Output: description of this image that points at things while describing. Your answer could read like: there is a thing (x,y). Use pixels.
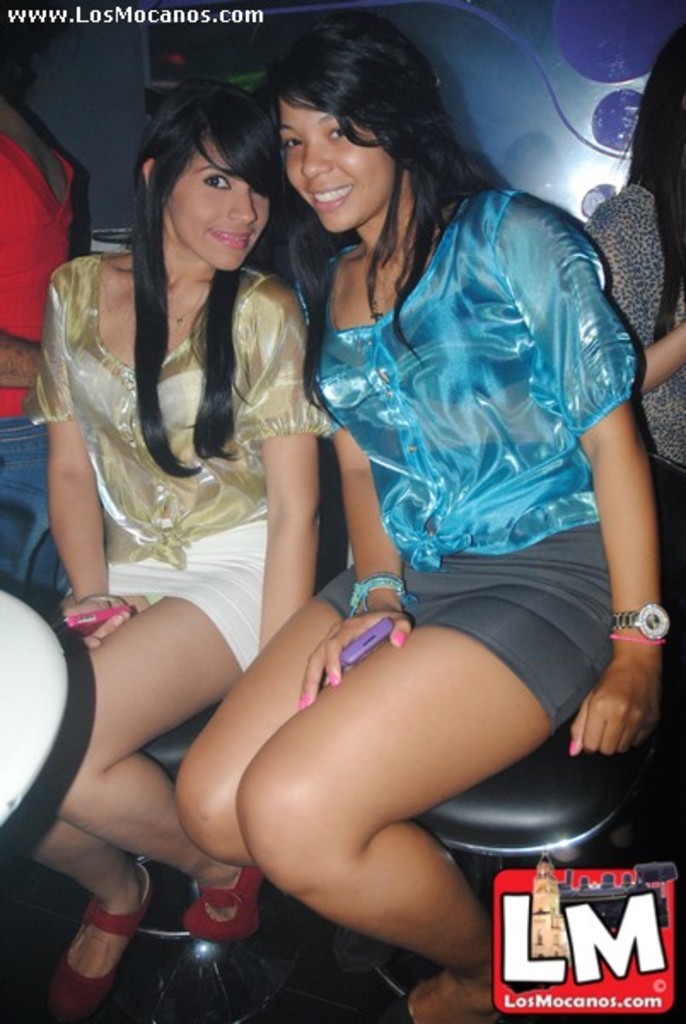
In this picture we can see two women (253,607) sitting on stools (174,746), they are smiling and in the background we can see people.
